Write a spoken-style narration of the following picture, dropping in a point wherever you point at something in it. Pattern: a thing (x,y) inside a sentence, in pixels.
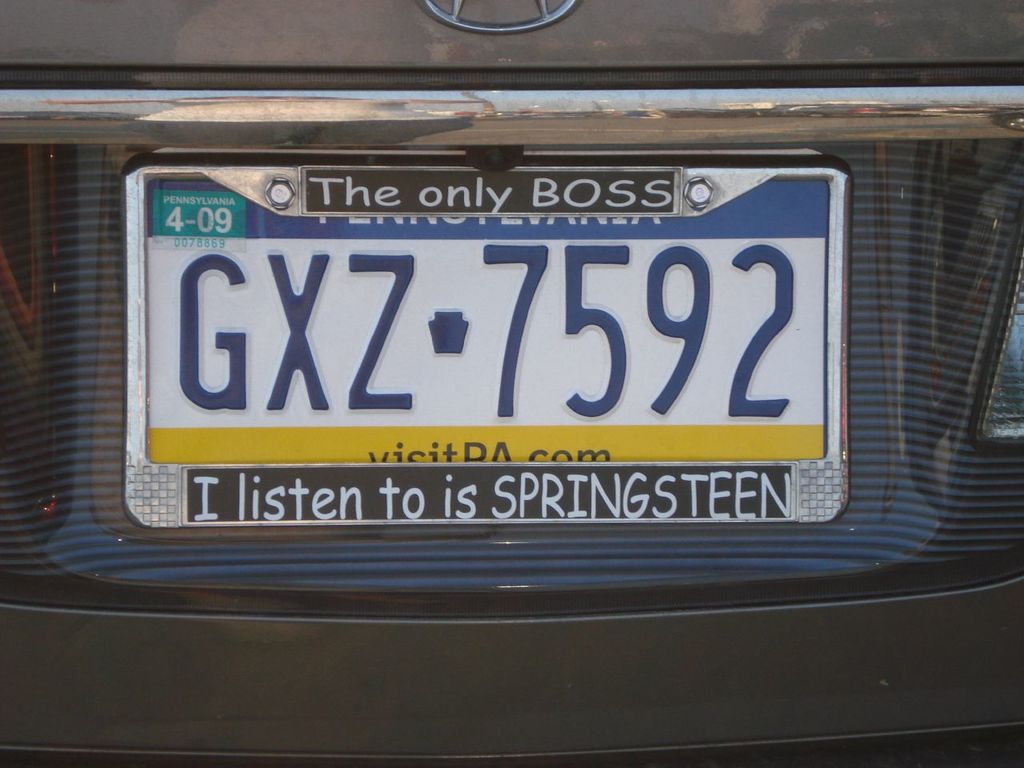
In this image, we can see a number plate (541,372) of a vehicle (718,1). Here we can see some text (473,481). Top of the image (446,16), there is a logo (441,14).
